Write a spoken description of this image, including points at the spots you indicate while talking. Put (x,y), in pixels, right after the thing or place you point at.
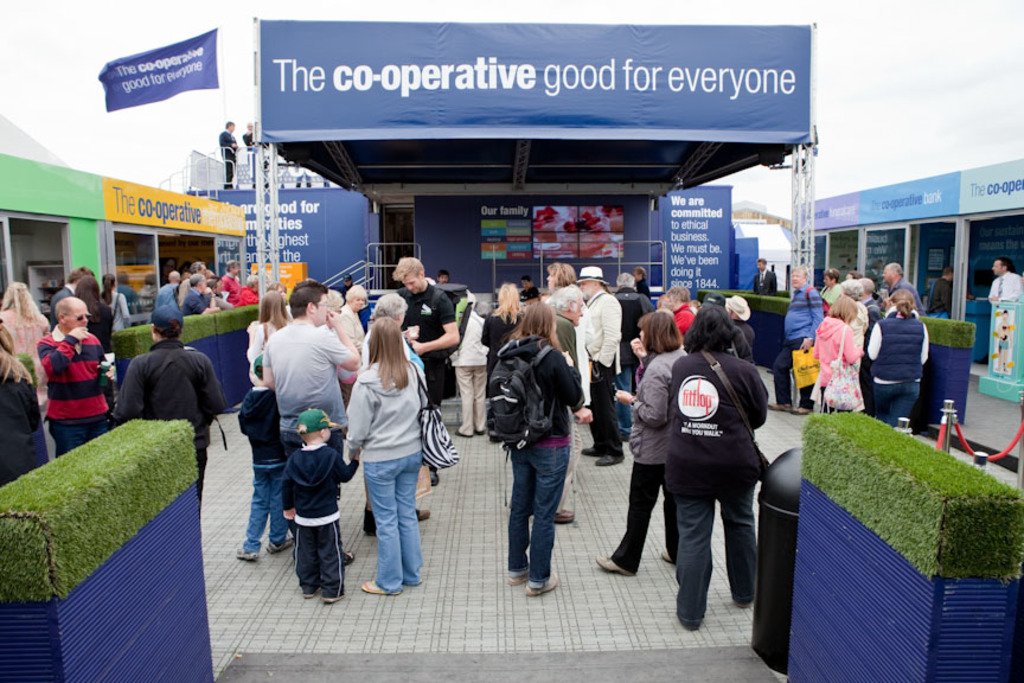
In this image we can see a group of people (557,497) standing on the ground (476,515). We can also see a tent (277,90) with some metal rods (265,214) and some text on a banner (631,96). In the foreground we can see some grass (843,491), a dustbin (771,538) and some poles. On the backside (158,109) we can see the flag (152,96), buildings (210,265), two people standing beside a fence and the sky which looks cloudy.
